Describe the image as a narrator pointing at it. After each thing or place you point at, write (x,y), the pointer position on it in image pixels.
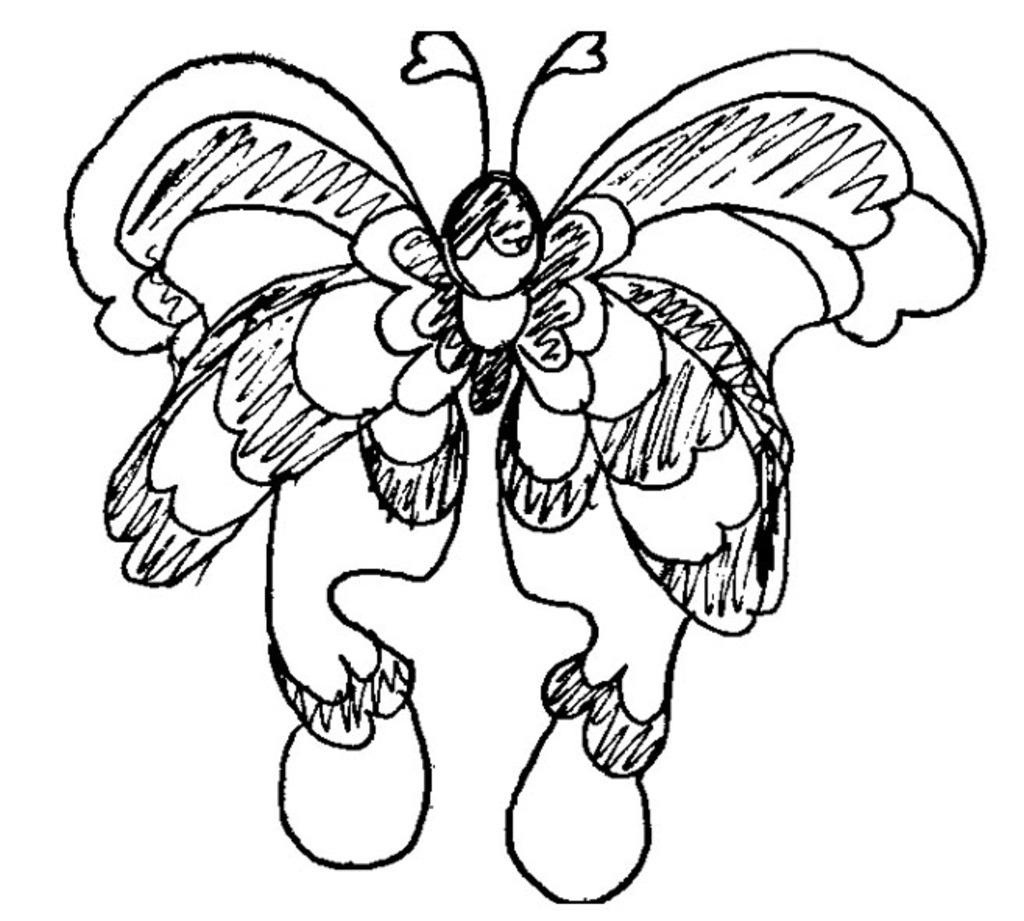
In this image we can see a drawing (532,505) of a butterfly (449,416). There is a white background (1002,465).
